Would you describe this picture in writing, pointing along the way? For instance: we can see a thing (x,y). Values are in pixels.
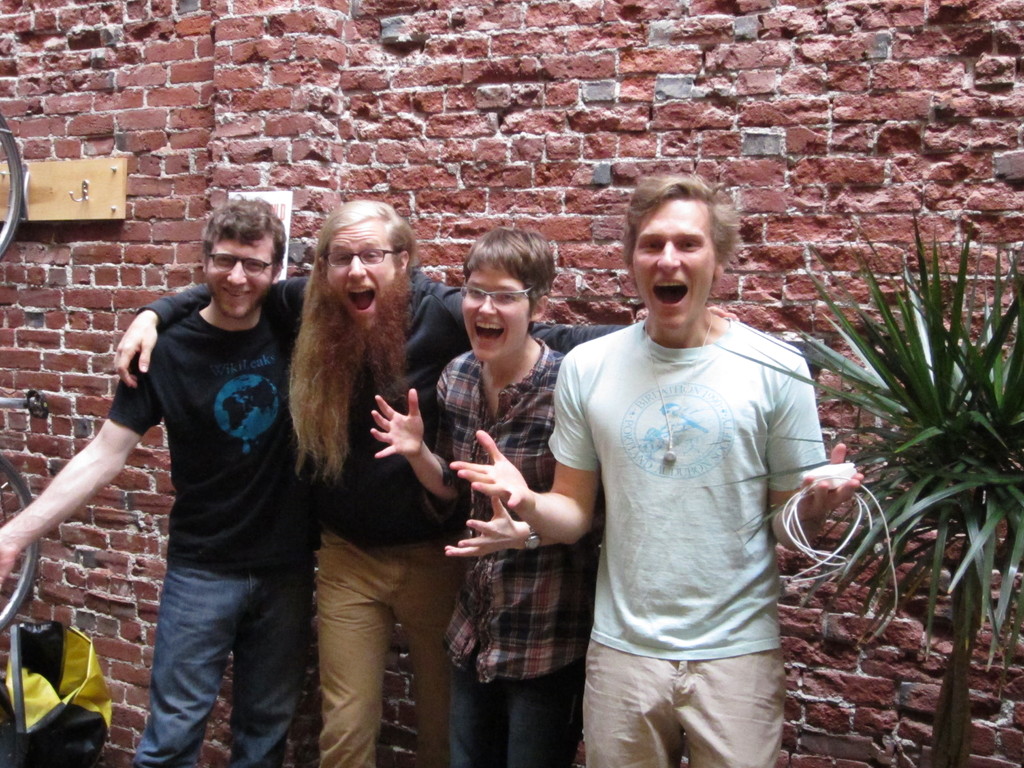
In this image I can see four people (336,465) standing and wearing the different color dresses (531,597). I can see three people (489,597) wearing the specs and one person (804,531) is holding the wire (789,531). To the right (810,557) I can see the wire (800,544). To the left (16,677) there are wheels (11,600) and the bag (14,691). In the background (8,333) I can see the brown color brick wall (434,124).
